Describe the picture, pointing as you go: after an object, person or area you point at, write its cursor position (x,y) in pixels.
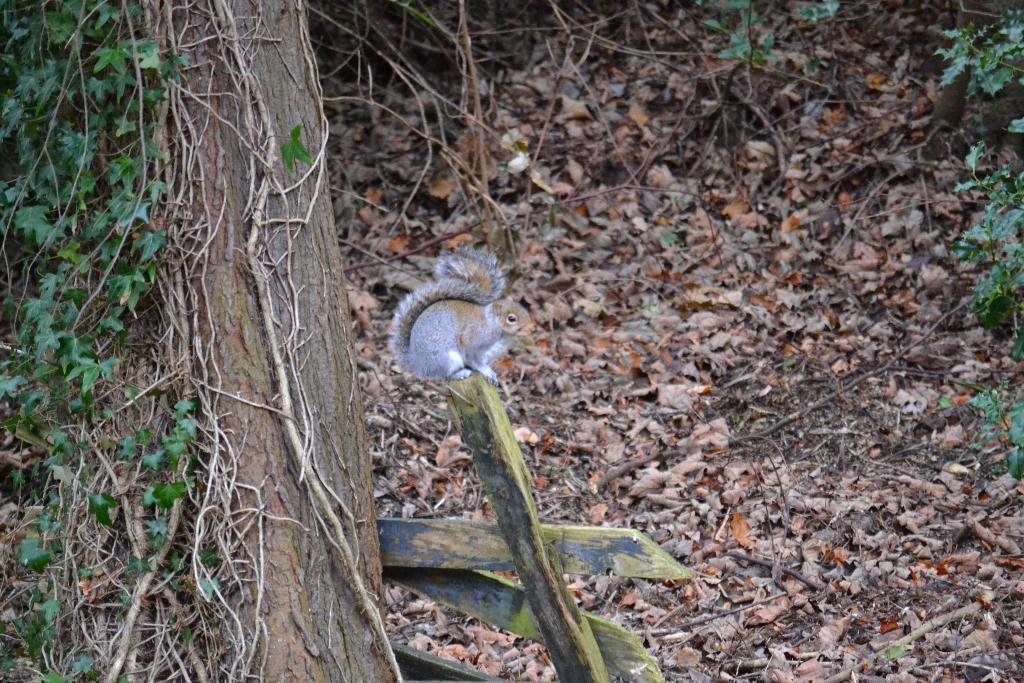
In this image I see a squirrel (467,333) over here and on the ground (561,179) I see number of leaves (550,213) and I see the green leaves (128,47) on the stems (163,227) and I see a trunk (240,322) over here and I see the wooden sticks (459,529) over here.
